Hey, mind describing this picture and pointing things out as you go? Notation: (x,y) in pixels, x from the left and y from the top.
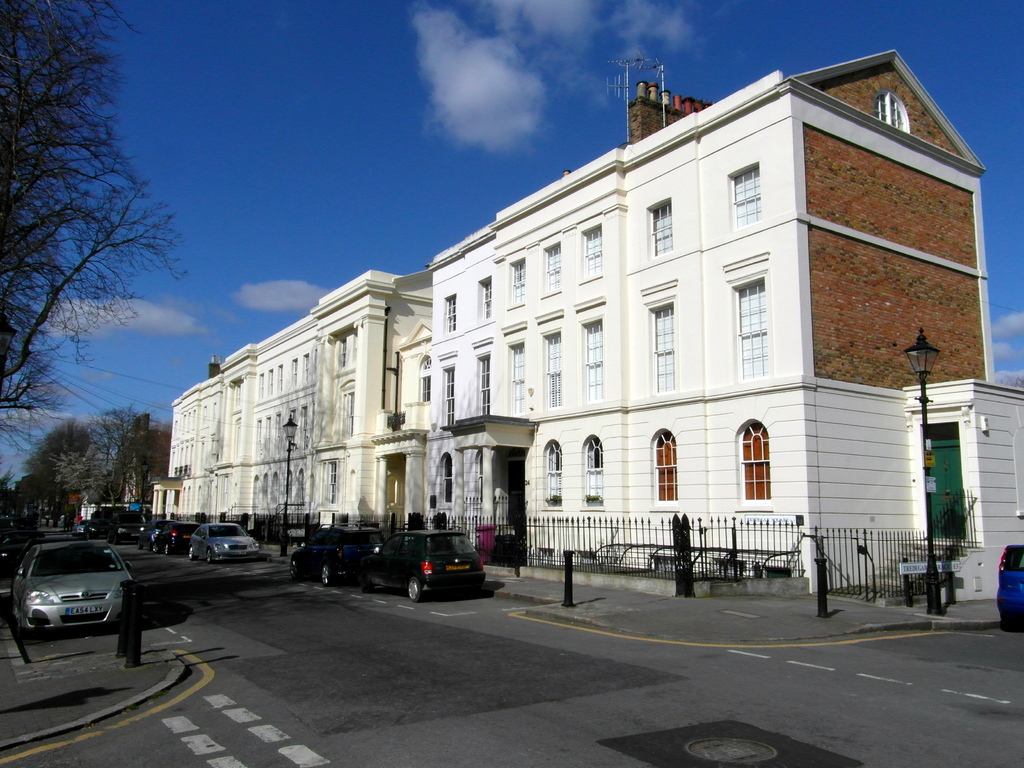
In this image I can see a building (743,263), in front of the building (274,427) I can see car (52,539) and fence (697,539) visible on the road (223,598), at the top (209,69) I can see the sky (355,162), on the left side (62,168) I can see tree (13,178).
